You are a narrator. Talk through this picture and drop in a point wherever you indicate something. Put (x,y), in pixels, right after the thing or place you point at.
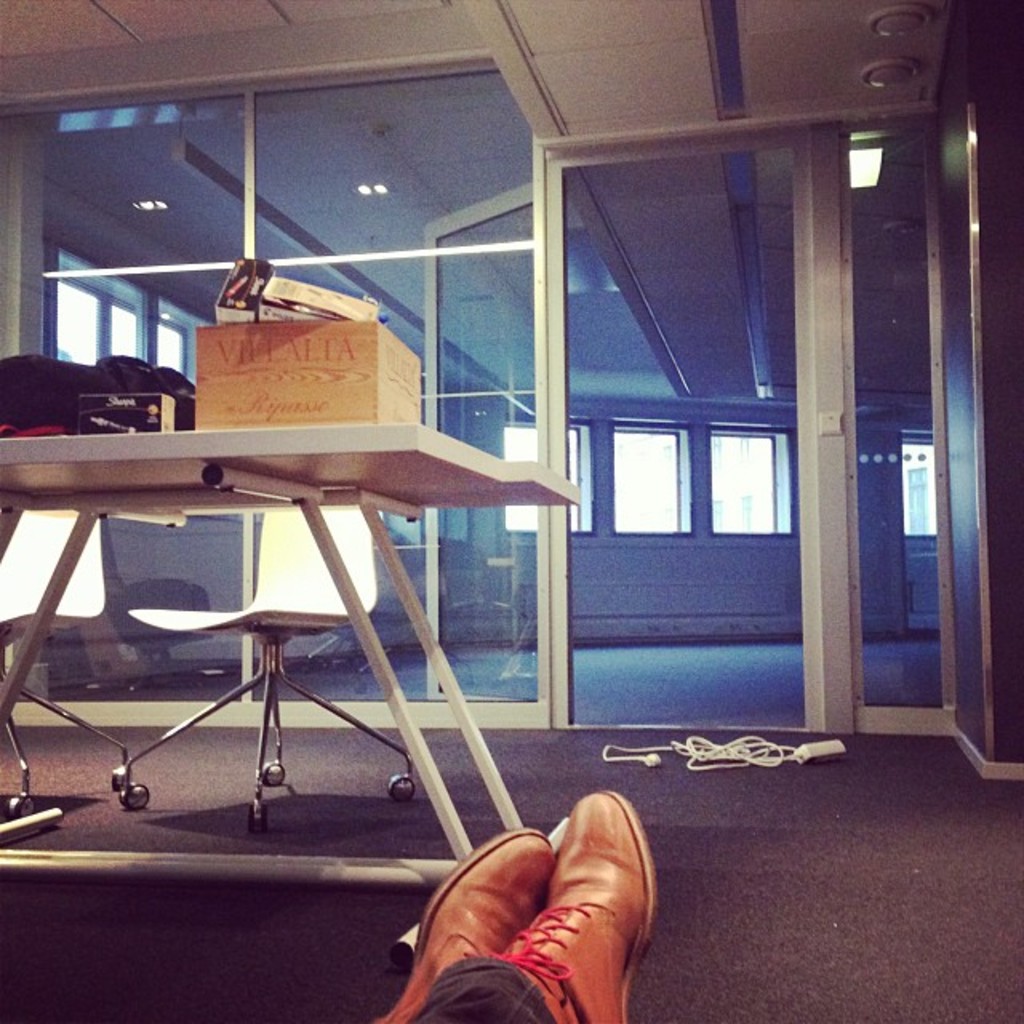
In the image there is a table (357,464) on the left side (304,458) with a cardboard (232,375) above it and chairs (18,604) behind it, there is a person legs (513,892) visible in the middle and in the background (442,205) there is glass wall (452,222) with glass door (806,336).
